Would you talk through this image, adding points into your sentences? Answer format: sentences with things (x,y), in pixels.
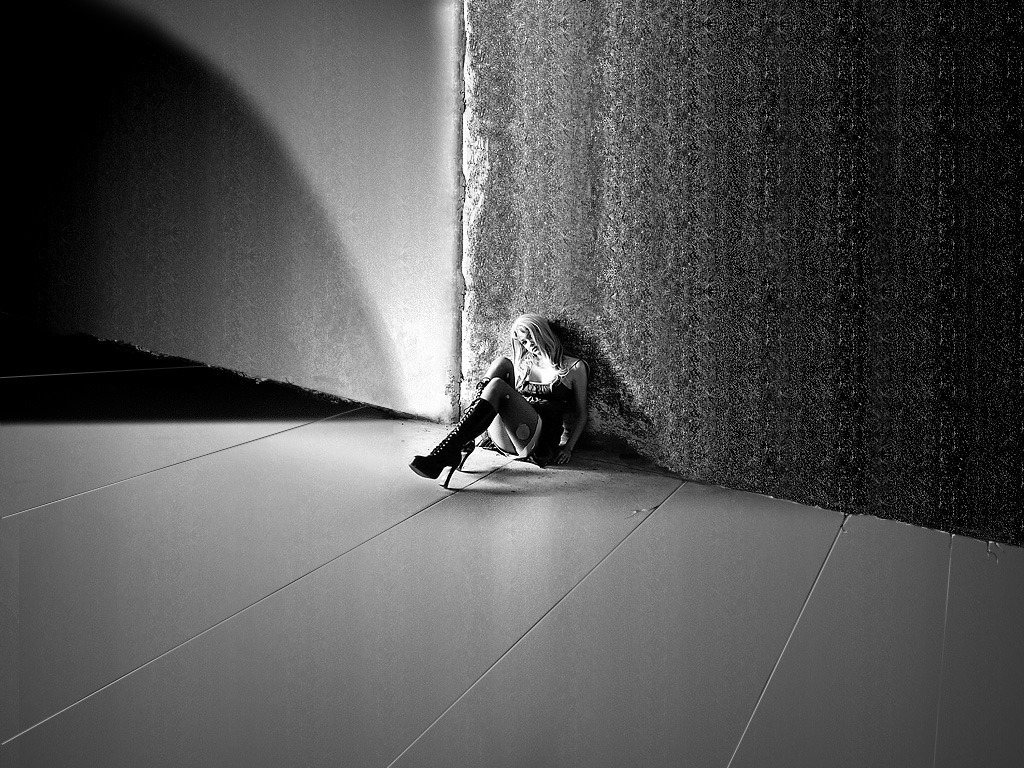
This is a black and white image where we can see a woman (518,418) is sitting on the floor (580,575). Behind her we can see the wall (759,218).
